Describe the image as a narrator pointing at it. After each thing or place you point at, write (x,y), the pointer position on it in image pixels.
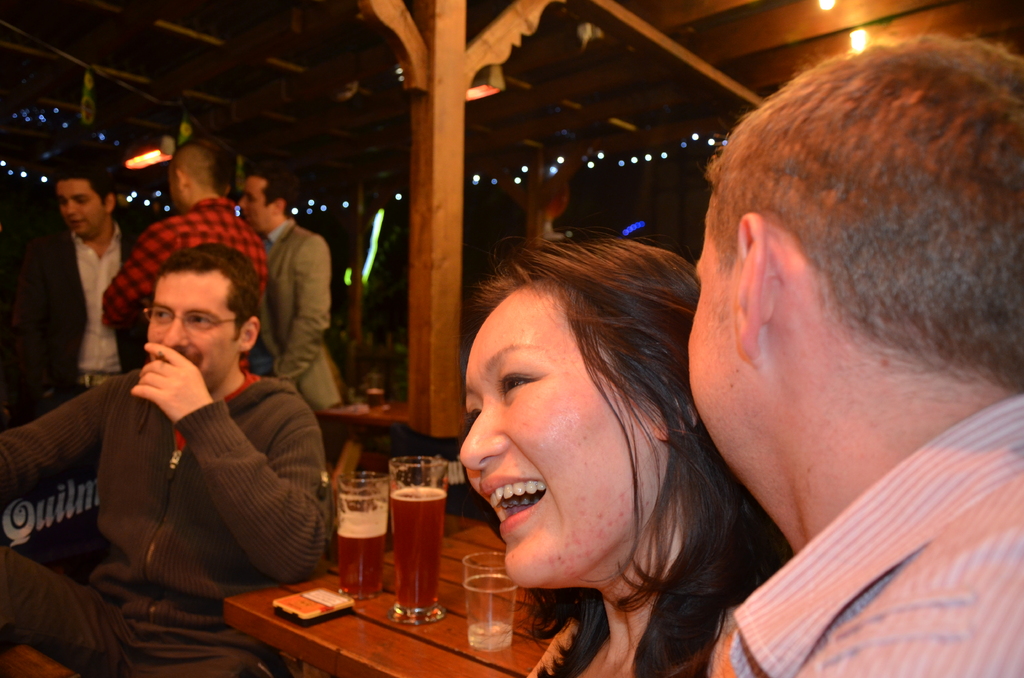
This picture shows some people (238,507) were sitting in the chairs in front of a table (322,640) on which some glasses (410,554) were present. In the background (106,254) there are some people (181,246) standing and we can observe a pillar (453,121) here.
